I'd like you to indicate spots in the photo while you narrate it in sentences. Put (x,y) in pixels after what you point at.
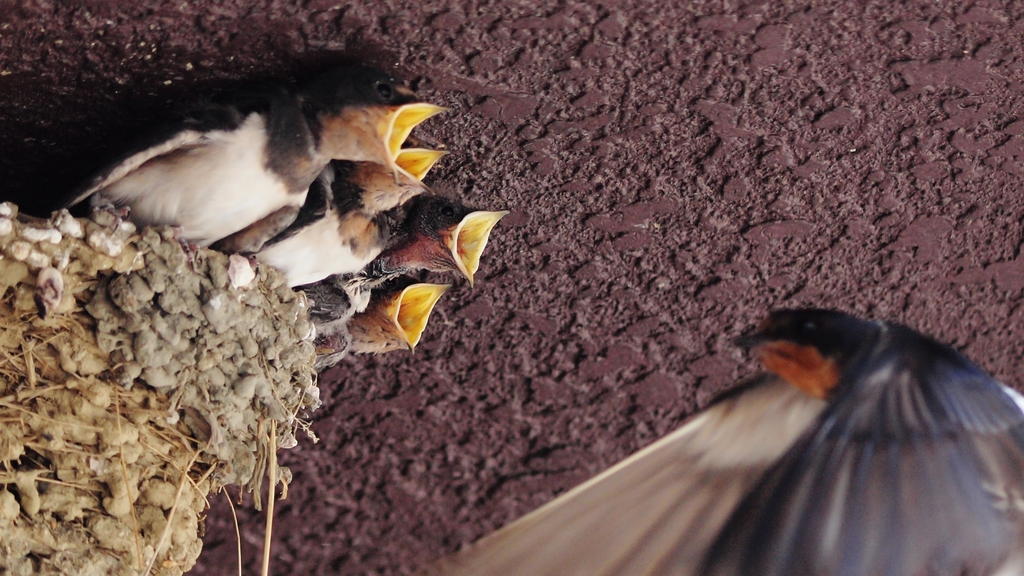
In the foreground of this picture (920,453) we can see a bird like thing (777,494). On the left (320,330) we can see the nestlings (317,228) opening their mouth (398,145) and standing on the nest (181,390). In the background (300,11) there is an object (741,271) which seems to be a wall (289,51).
